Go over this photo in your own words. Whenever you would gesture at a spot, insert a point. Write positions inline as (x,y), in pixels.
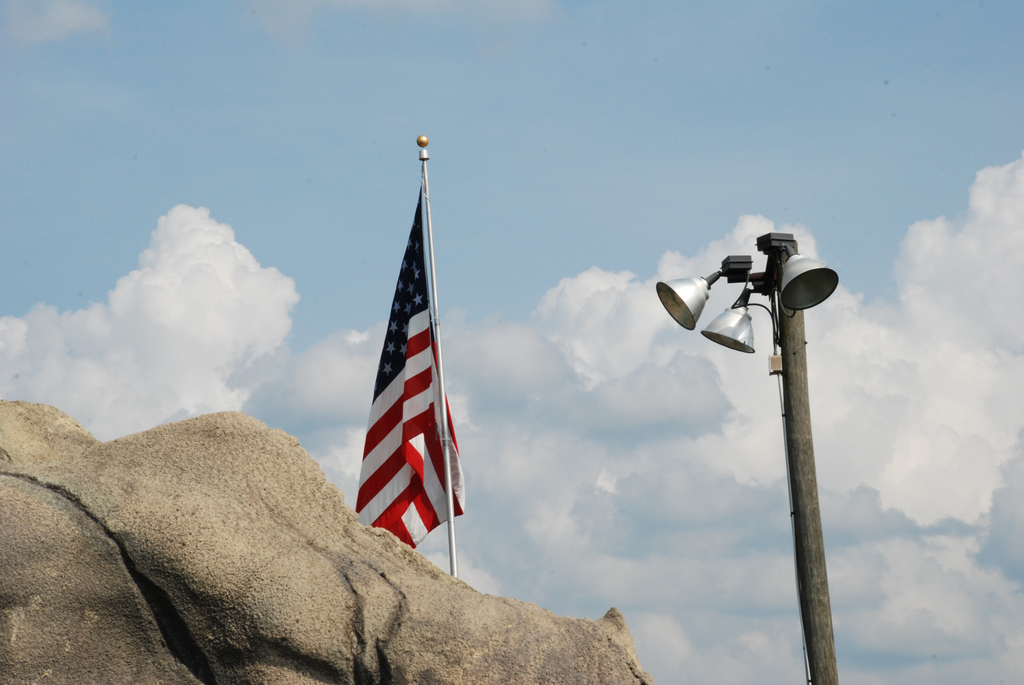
In this picture there is a flag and there are lights (697,289) on the pole (785,323). In the foreground (341,656) it looks like a rock (261,568). At the top (476,145) there is sky (539,145) and there are clouds (623,396).
